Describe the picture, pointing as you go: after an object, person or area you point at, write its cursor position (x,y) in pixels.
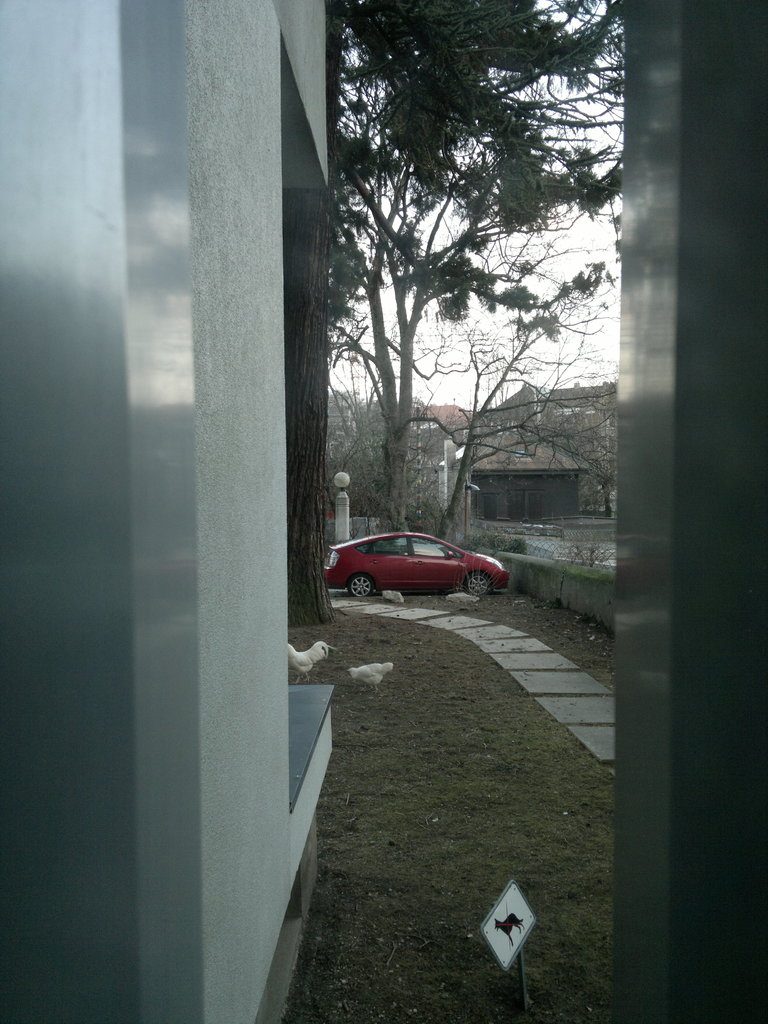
In the picture there is a house (262,272) and in front of the house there is a big tree (407,117), beside the tree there is a car (353,573) and there are white hens (352,674) roaming around the tree (325,601) and in the background (515,468) there are some other houses (517,431) and trees (444,426).
